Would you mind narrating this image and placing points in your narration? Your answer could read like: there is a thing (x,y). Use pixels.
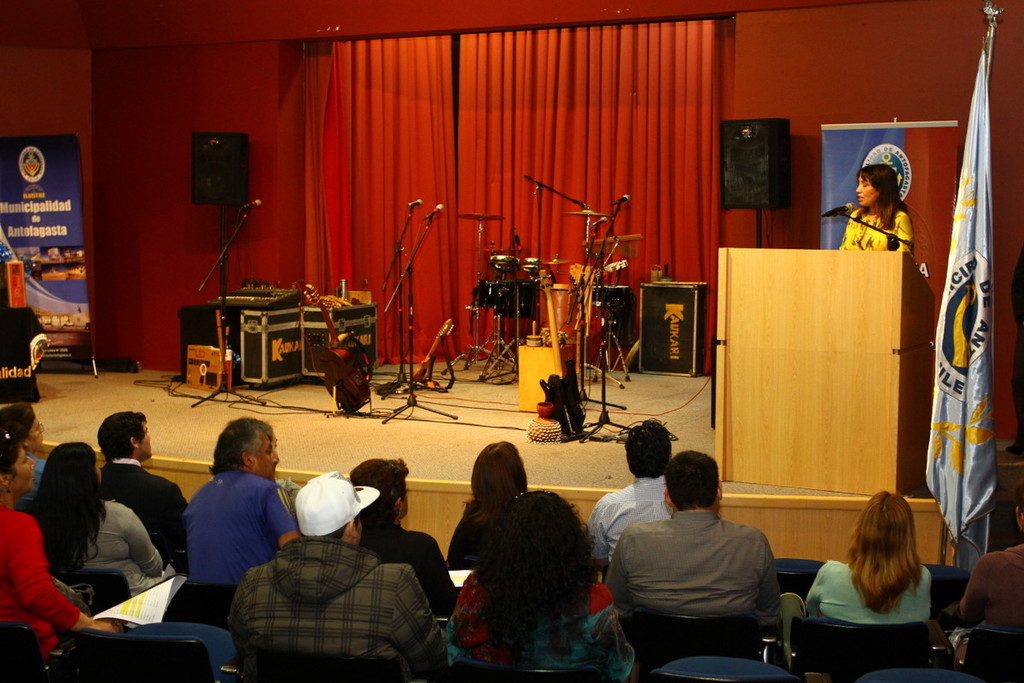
In this picture we can see a group of people (433,610) sitting on chairs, here we can see a woman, podium (872,458), mic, flag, musical instruments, speakers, posters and in the background (404,310) we can see a wall (664,10), red color curtain (426,283).
